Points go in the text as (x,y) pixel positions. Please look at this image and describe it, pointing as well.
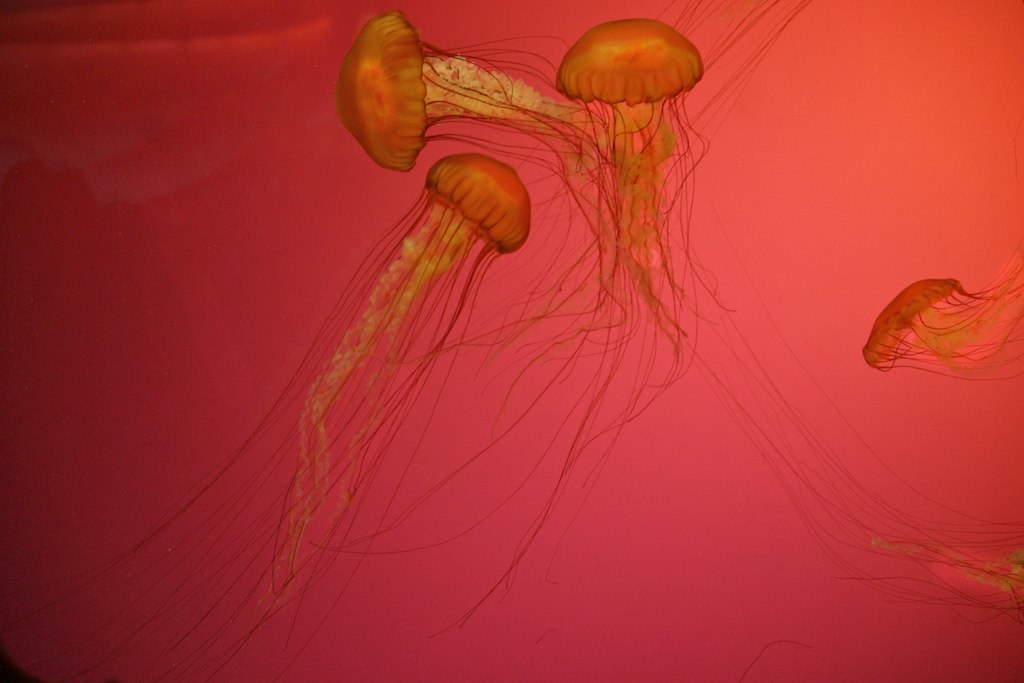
In this picture we can see few jellyfish (638,244).
